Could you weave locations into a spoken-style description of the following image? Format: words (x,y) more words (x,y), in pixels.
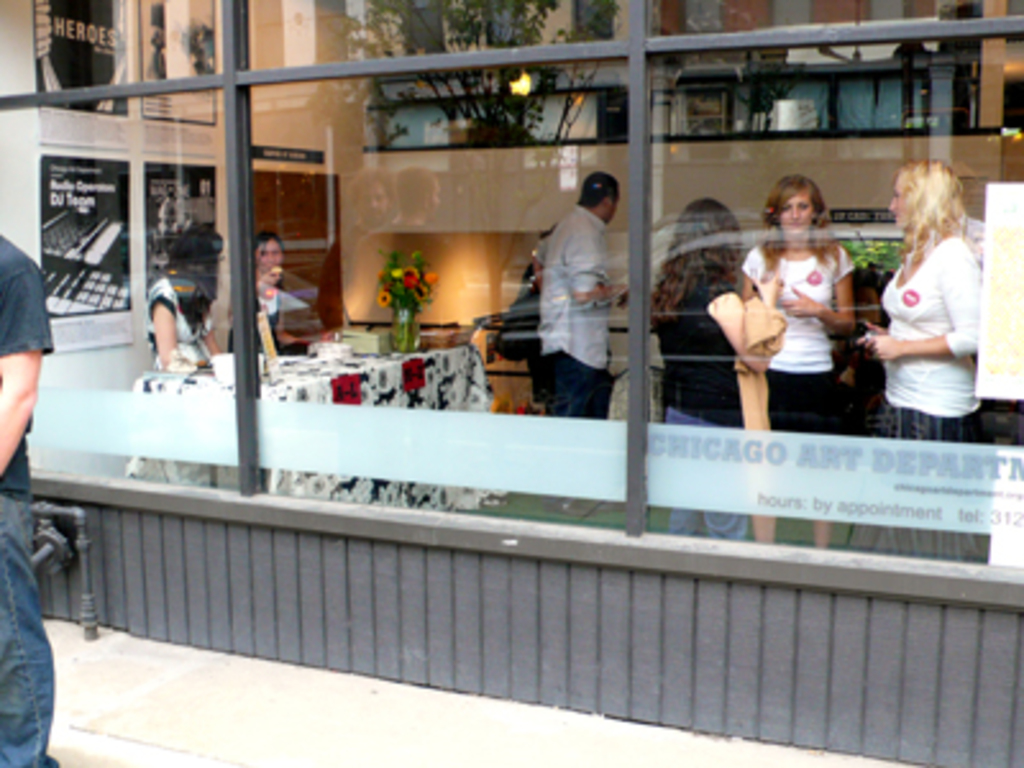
In the picture we can see a glass wall (135,132) with a rod frame (108,94) and outside it, we can see a person (19,742) standing and inside we can see a table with tablecloth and a flower vase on it with some flowers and two women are standing near it and some people (894,404) are standing and talking and in the background (970,134) we can see a wall (183,154) with some photo frames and some plant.
